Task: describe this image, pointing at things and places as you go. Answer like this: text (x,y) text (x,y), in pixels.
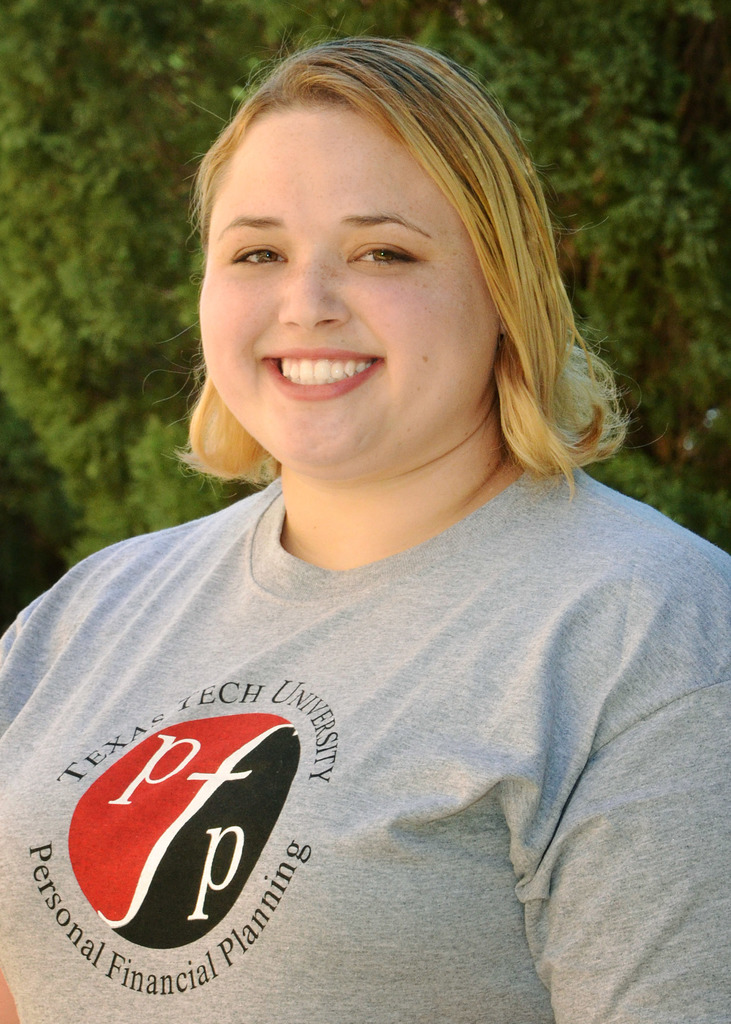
In this image we can see a person (304,438). There is a plant (564,170) in the image. There is some text (119,804) on the T-shirt (199,799).
